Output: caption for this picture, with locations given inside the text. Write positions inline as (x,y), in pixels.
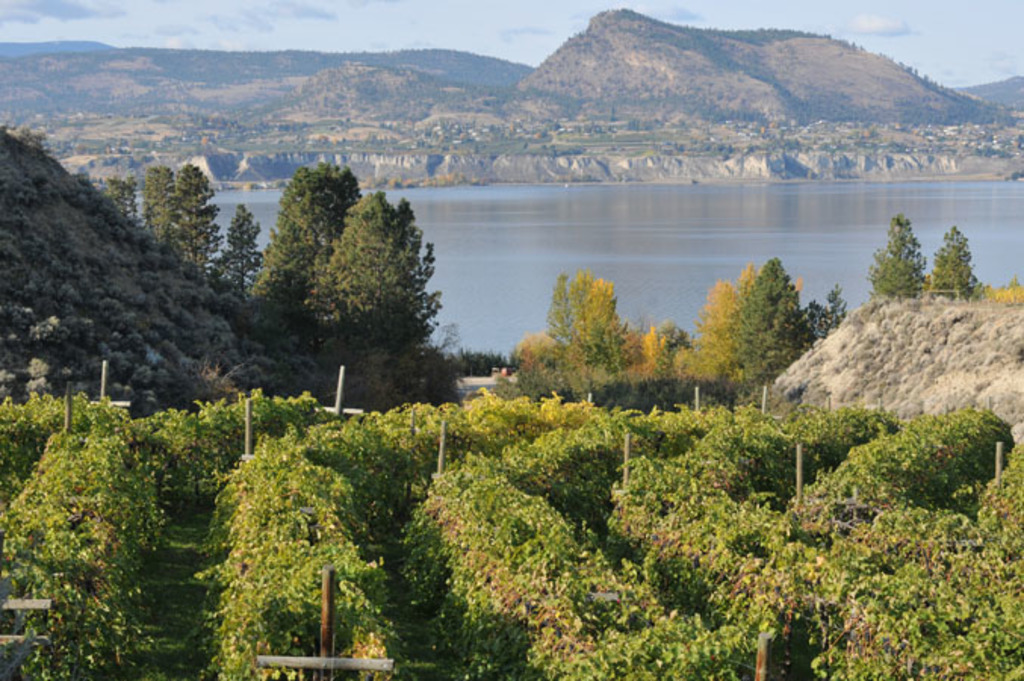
In this image we can see plants (712,547), poles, trees (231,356), water (638,324), ground (1002,381), and mountain (57,60). In the background (988,74) there is sky (430,2) with clouds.
